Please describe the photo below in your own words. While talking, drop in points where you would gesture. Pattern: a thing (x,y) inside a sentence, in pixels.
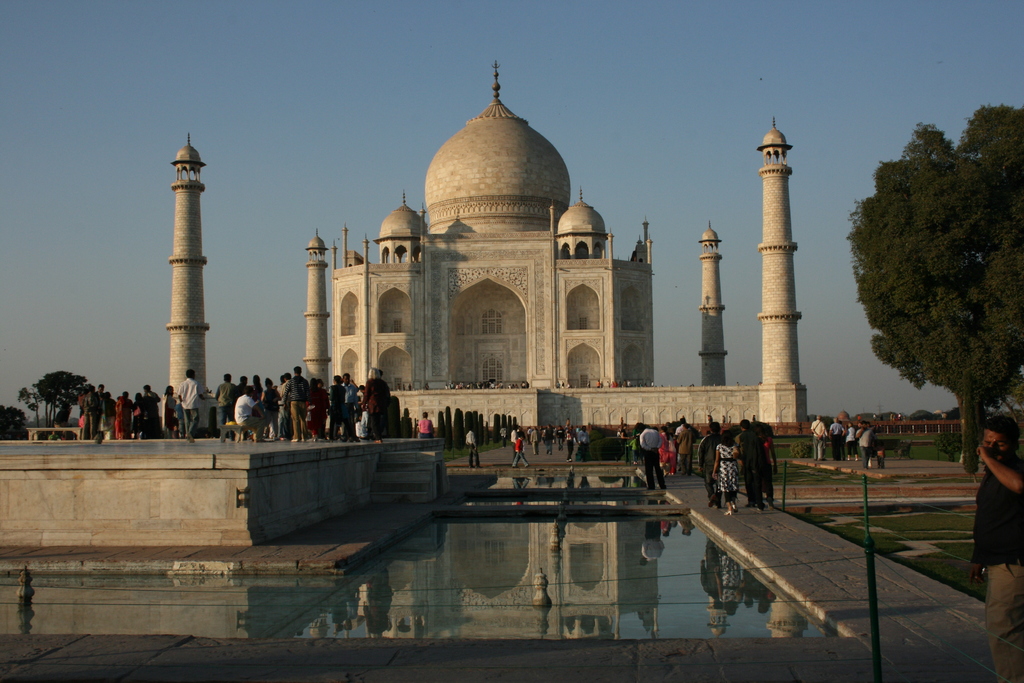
In the center of the image (523,277) we can see monument (411,344). On the right side of the image (911,283) we can see trees (890,301) and persons (1012,676). On the left side of the image (47,385) we can see tree (59,391) and persons (270,422). At the bottom of the image (588,550) we can see water (553,622). In the background (768,65) there is sky (343,51).
